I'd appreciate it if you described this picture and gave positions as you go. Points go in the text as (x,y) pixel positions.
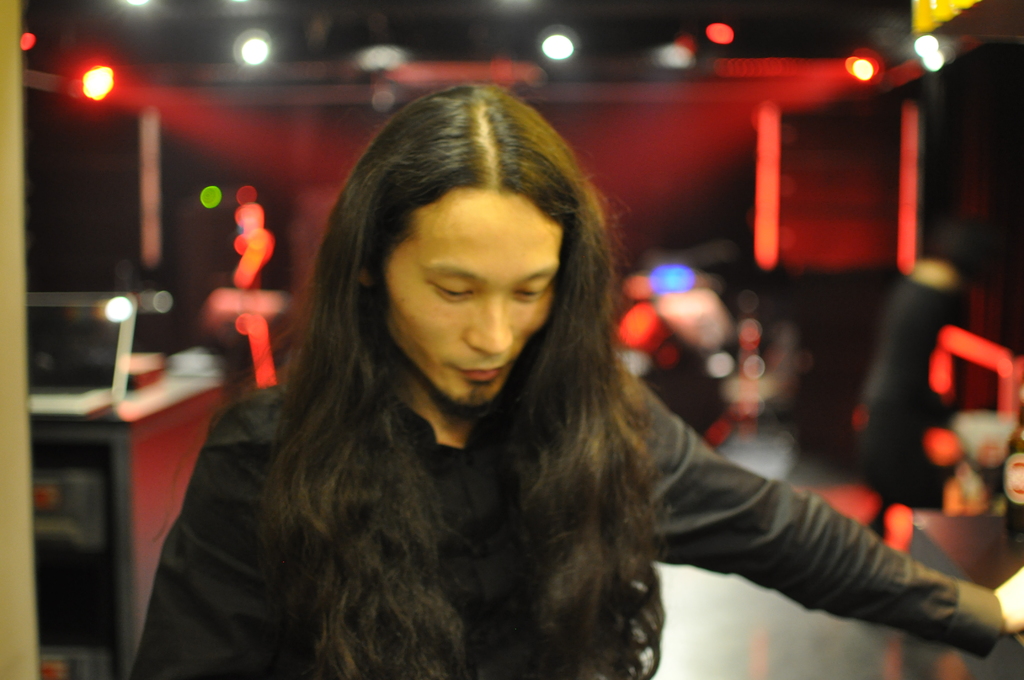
In the foreground of the picture (449,499) there is a person (499,472). In the background (809,73) we can see lights (819,87) only because it is blurred.
